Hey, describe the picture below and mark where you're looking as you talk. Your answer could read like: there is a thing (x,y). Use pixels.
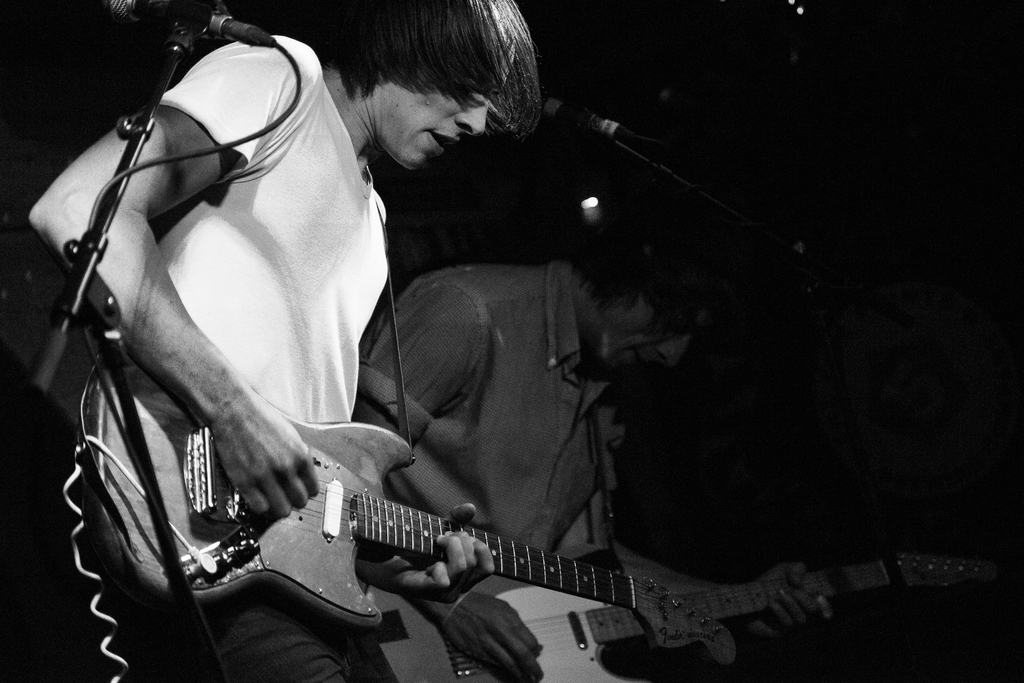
There are two men (336,343) in this picture playing guitars (354,539) in their hands (248,479). In front of a mic (165,2) and a stands (109,195). In the background (465,259) there is a dark.
